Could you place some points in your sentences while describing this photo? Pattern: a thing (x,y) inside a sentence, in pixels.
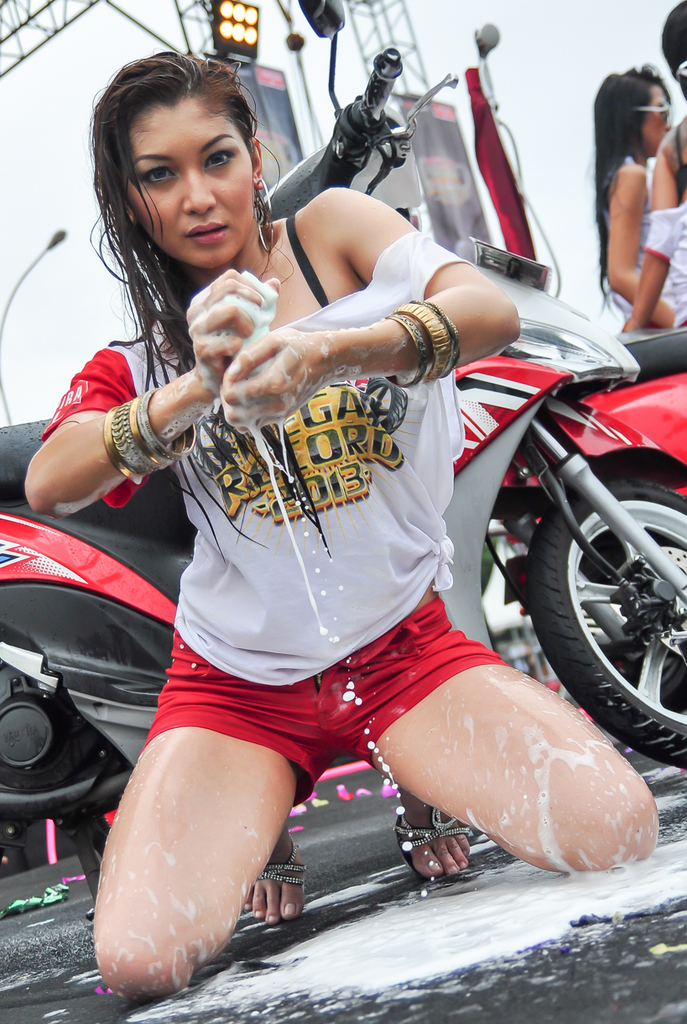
In this image there is a person (401,656) sitting on her knees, and in the background (35,659) there is a motorbike (607,421), two persons (619,310) standing, focus lights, banners (425,115), lighting truss (25,25), sky (574,294).
